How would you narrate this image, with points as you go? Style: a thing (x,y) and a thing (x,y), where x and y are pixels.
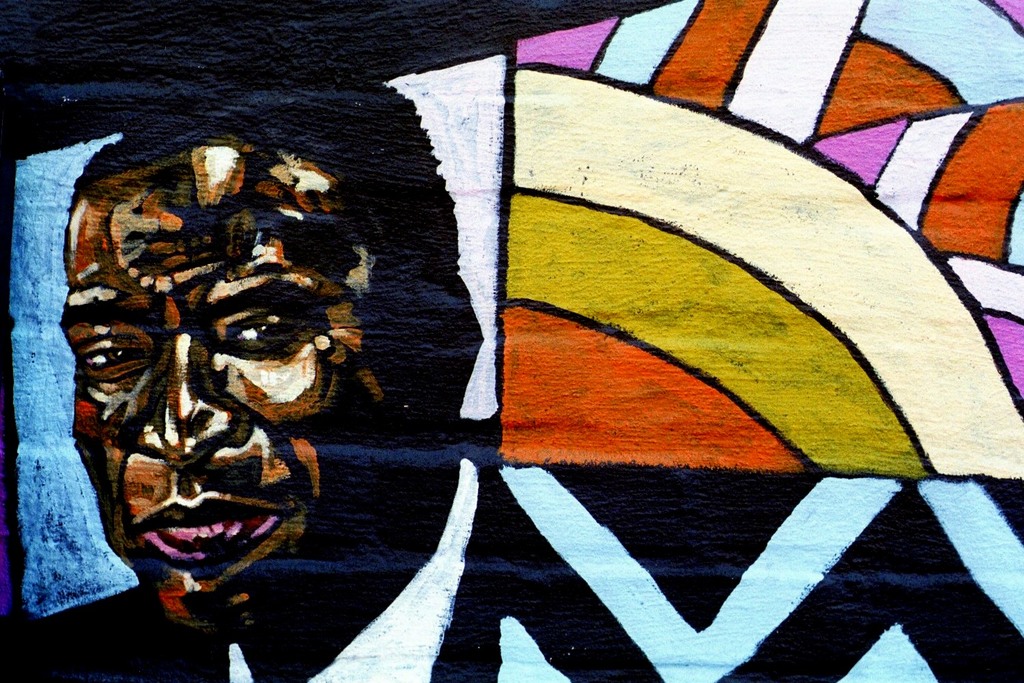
In this picture I can see the painting (247,201) of a man (335,208) on the left (190,363) and on the right (765,646) I see that it is colorful.
